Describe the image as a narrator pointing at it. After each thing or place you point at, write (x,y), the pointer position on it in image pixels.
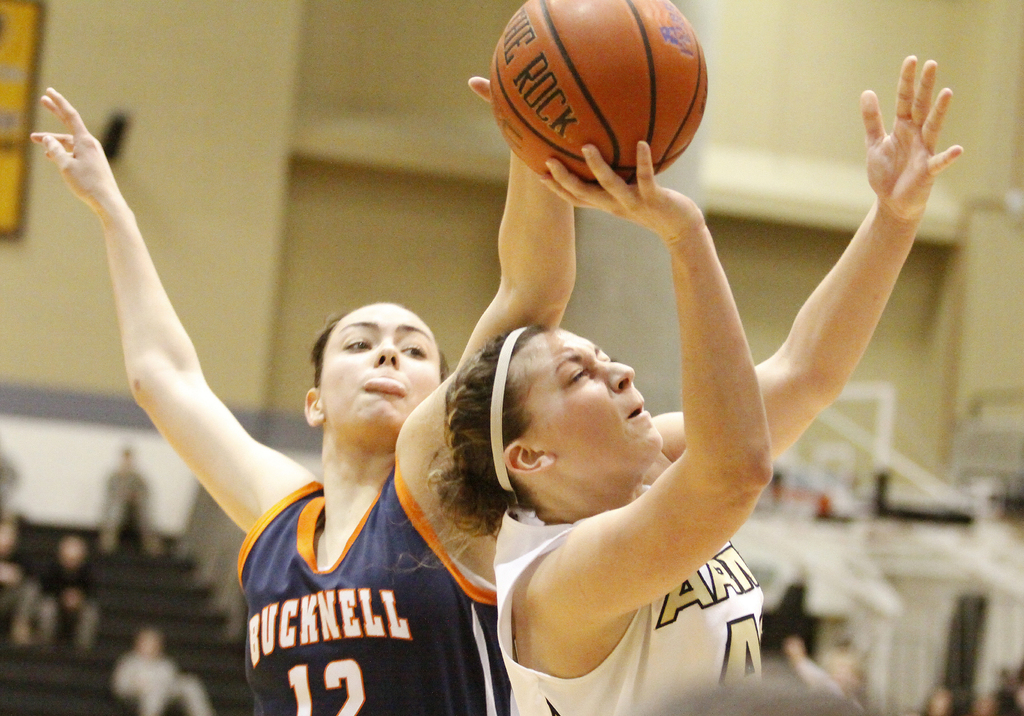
In this picture we can see two women (553,430) playing basketball. The background (322,44) is blurred.
